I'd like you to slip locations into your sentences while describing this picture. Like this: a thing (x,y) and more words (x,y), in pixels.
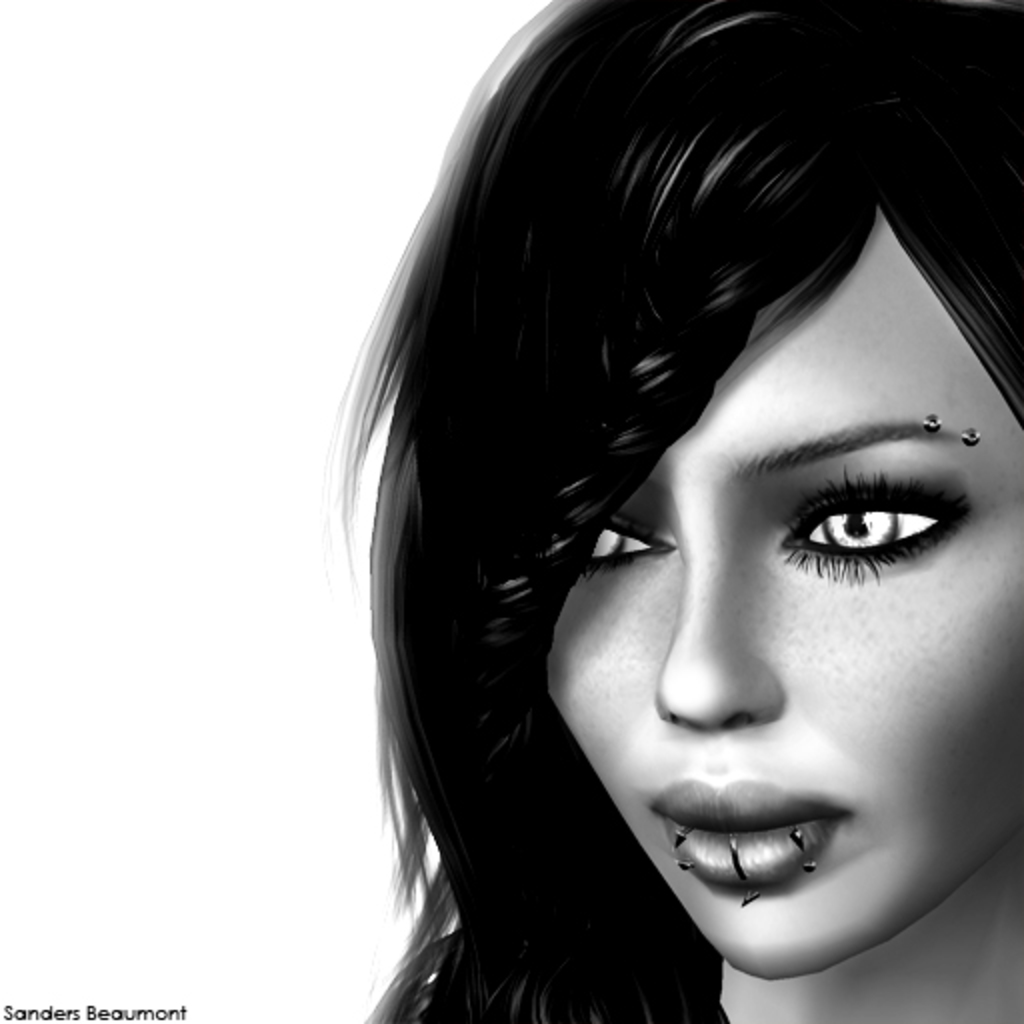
In this image I can see the depiction picture of a woman (656,439) and on the bottom left side of the image (153,1022) I can see a watermark (168,1014). I can also see this image is black and white in colour.
